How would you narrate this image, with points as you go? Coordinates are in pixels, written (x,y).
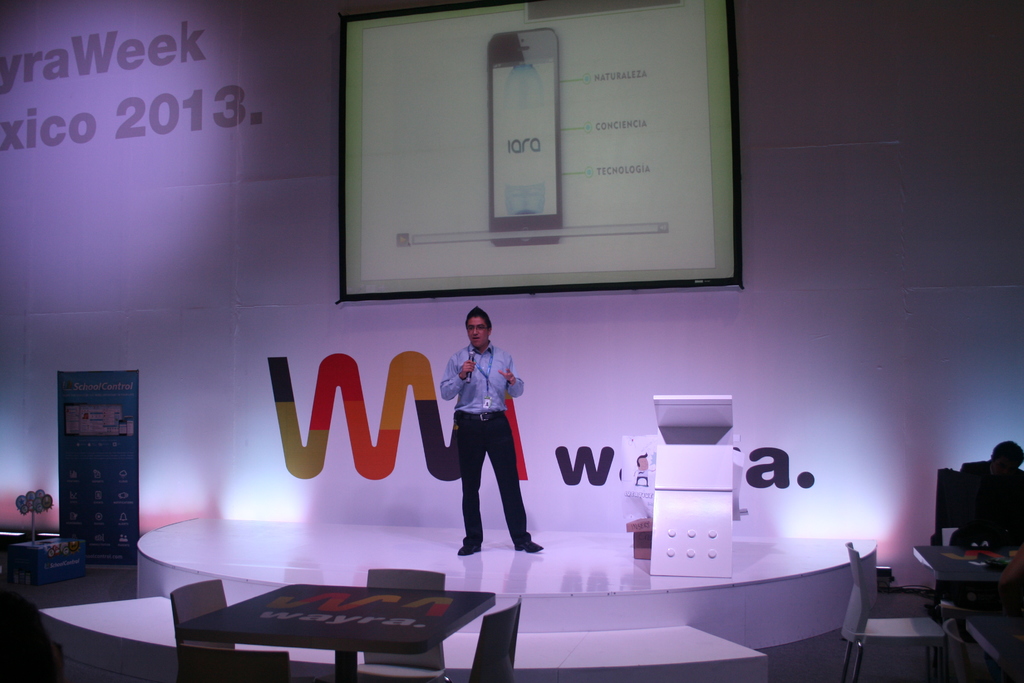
In this image I see a man (502,422) who is holding a mic (470,368) and I see that the man (481,384) is wearing blue shirt (453,382) and black pants (488,440) and I see the white platform (446,574) and I see a podium (731,467) over here. In the background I see screen (488,102) on which there is a mobile phone (536,85) and I see few words (601,123) written over here and I can also see few words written on the wall (528,398) and I see a person (1001,452) who is sitting on this chair (949,505) and I see another chair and a table (990,561) over here and I see few chairs (503,679) and another table (354,638) over here.
